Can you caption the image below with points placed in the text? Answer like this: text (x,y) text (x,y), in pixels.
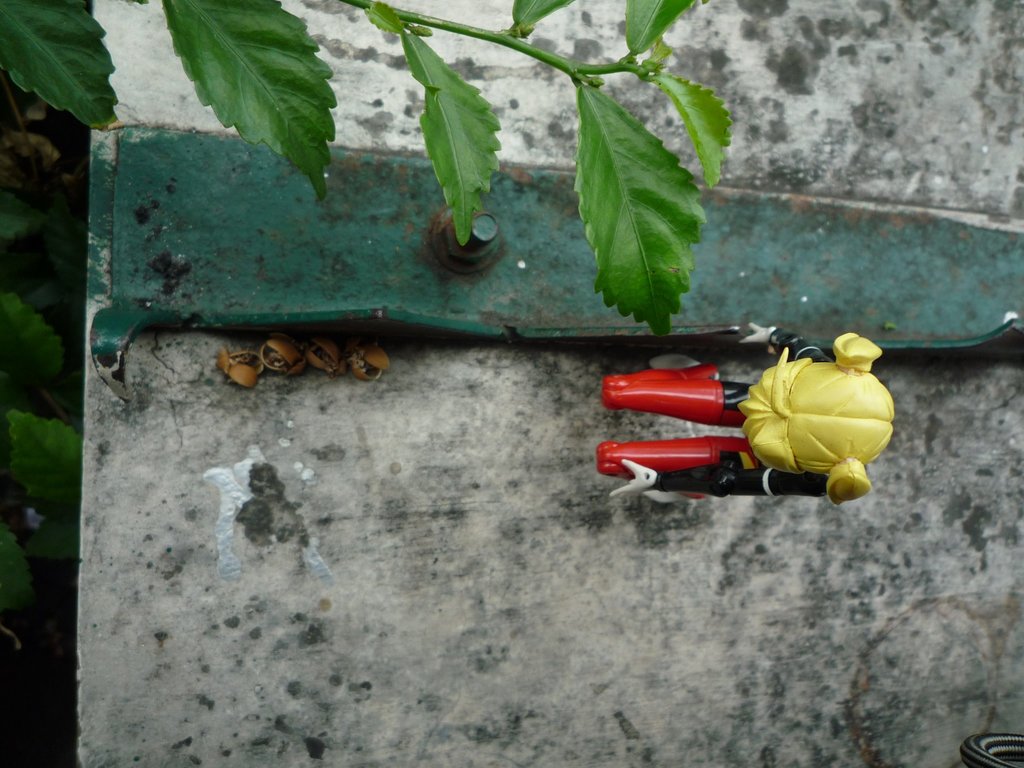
In this image I can see the toy (671,497) in red, yellow and black color. I can see few green color leaves (473,155). The toy (728,477) is on the grey and white color surface (486,505) and I can see the green color iron object (176,208) is attached to the surface (558,158).
